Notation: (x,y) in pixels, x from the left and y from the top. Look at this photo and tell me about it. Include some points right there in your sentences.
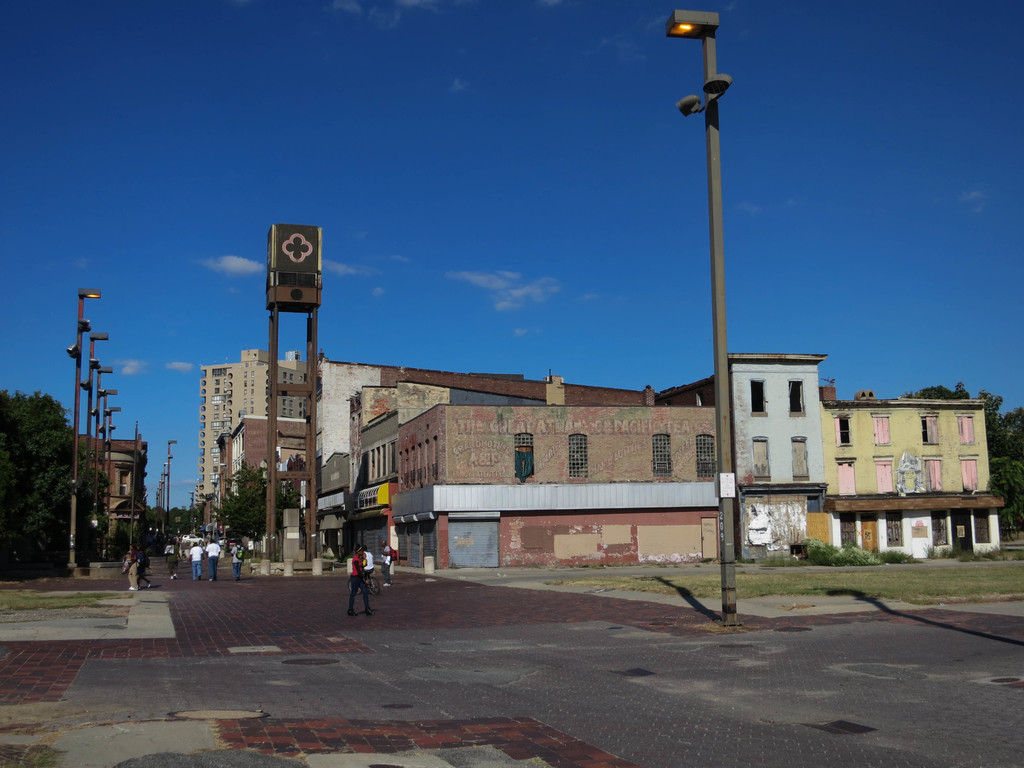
At the bottom of the image (240,560) we can see people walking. On the left (23,417) there is a tree (54,497). In the background (520,499) there are buildings (559,447). In the center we can see a pole (705,78). At the top (416,112) there is sky (325,127).
